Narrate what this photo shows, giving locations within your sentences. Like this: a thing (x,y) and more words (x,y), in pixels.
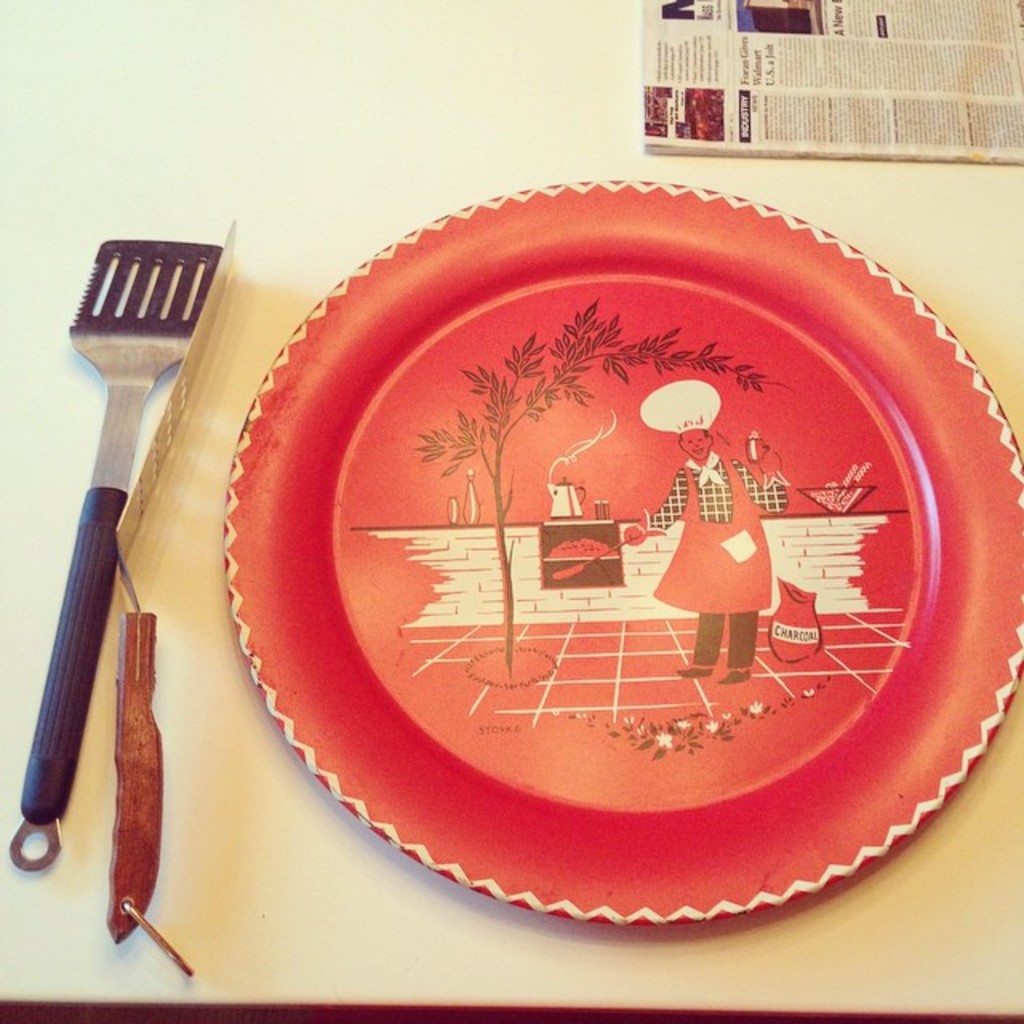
Here we can see plate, knife (157,459), spatula (122,255) and paper (736,103) on the table (297,211).
